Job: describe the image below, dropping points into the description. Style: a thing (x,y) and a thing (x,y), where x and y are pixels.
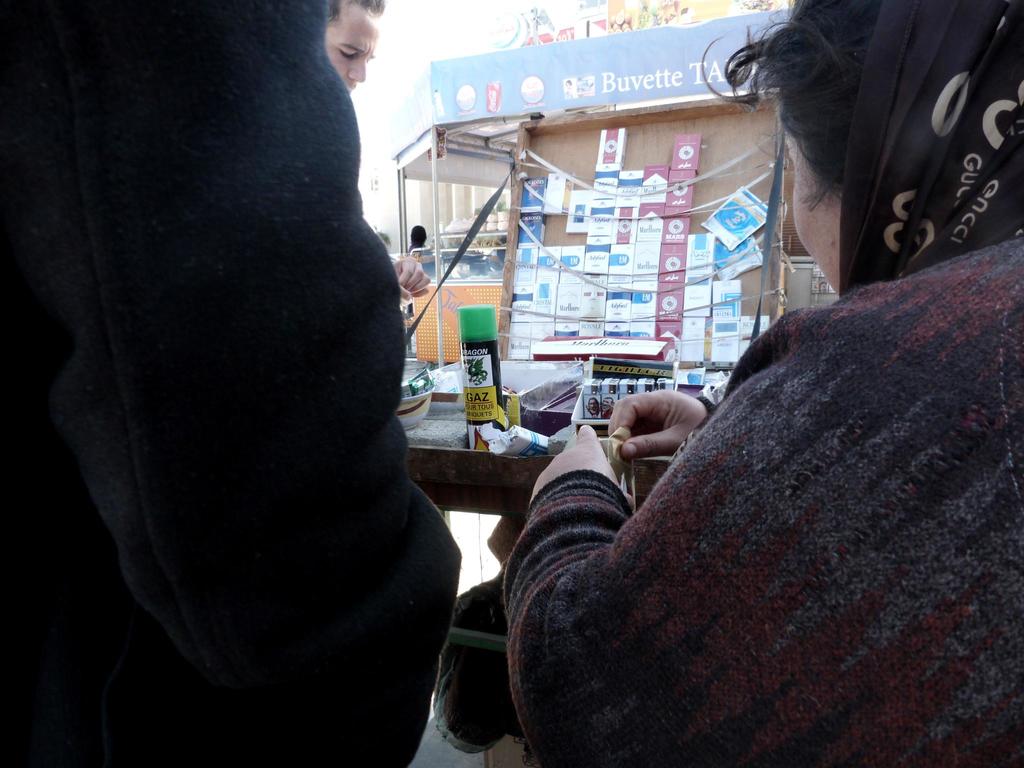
In this picture I can see three persons (307,12), there is a spray bottle (476,327) and some other items (553,419) on the table (428,424), and in the background (743,233) there is a shop (579,130), there are boards (691,127), these are looking like cardboard boxes (698,243) and there are some other objects (622,351).
